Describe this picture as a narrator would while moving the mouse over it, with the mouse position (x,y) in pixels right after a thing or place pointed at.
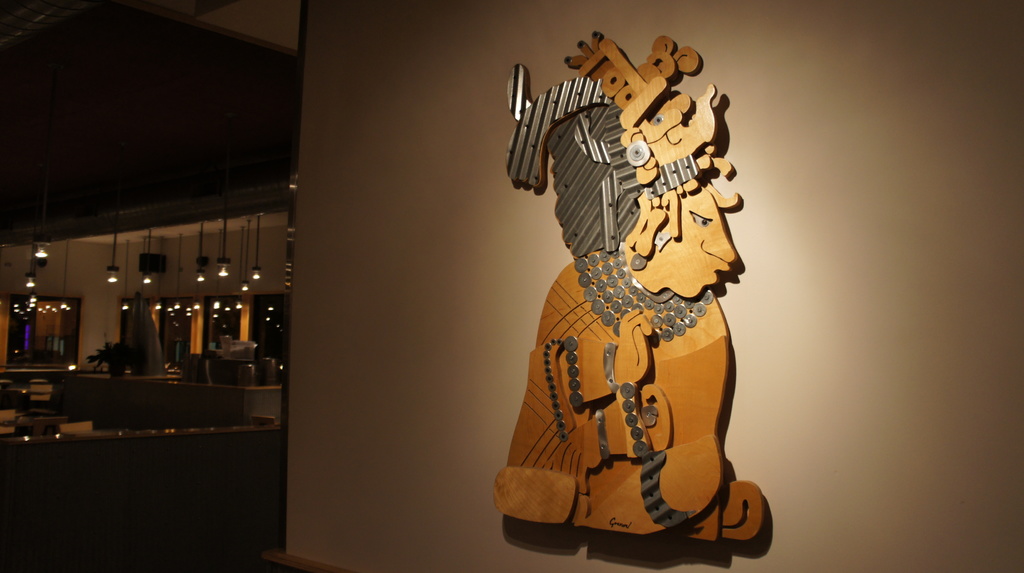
In the picture I can see an object (660,327) attached to the wall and there are few chairs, lights (127,306) and some other objects (109,352) in the left corner (127,332).
